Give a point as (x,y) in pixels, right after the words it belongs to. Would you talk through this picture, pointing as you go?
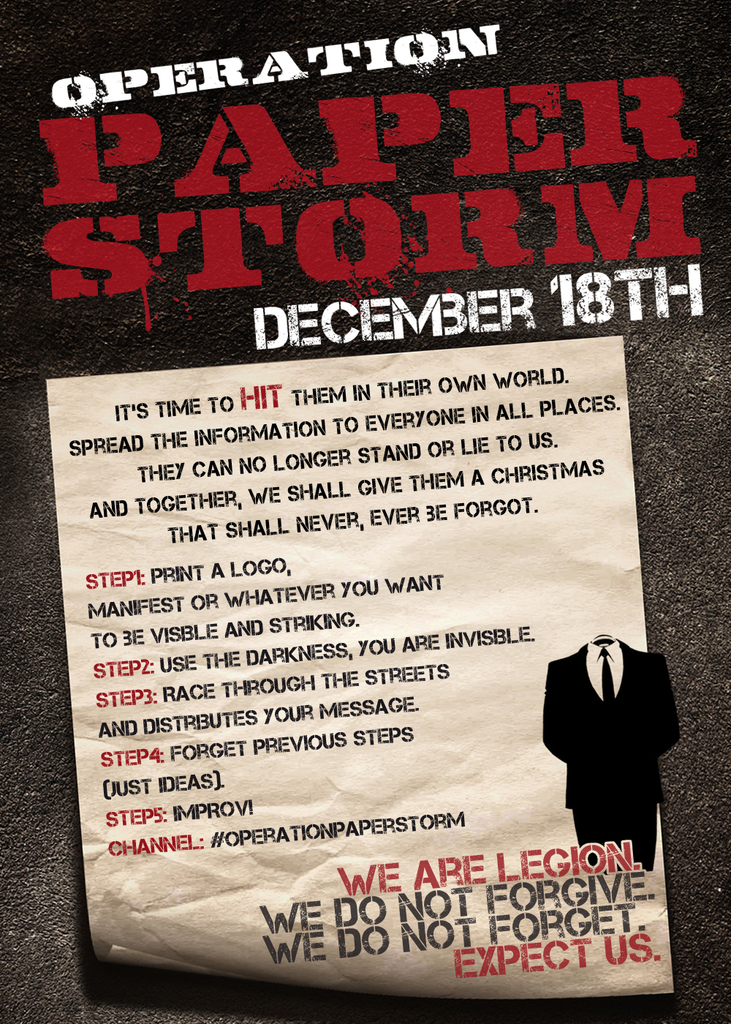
There is some text (242,530) written on a white color paper (186,532) as we can see at the bottom of this image (429,775) and there is some text (218,136) written in a big format at the top of this image (364,149).
